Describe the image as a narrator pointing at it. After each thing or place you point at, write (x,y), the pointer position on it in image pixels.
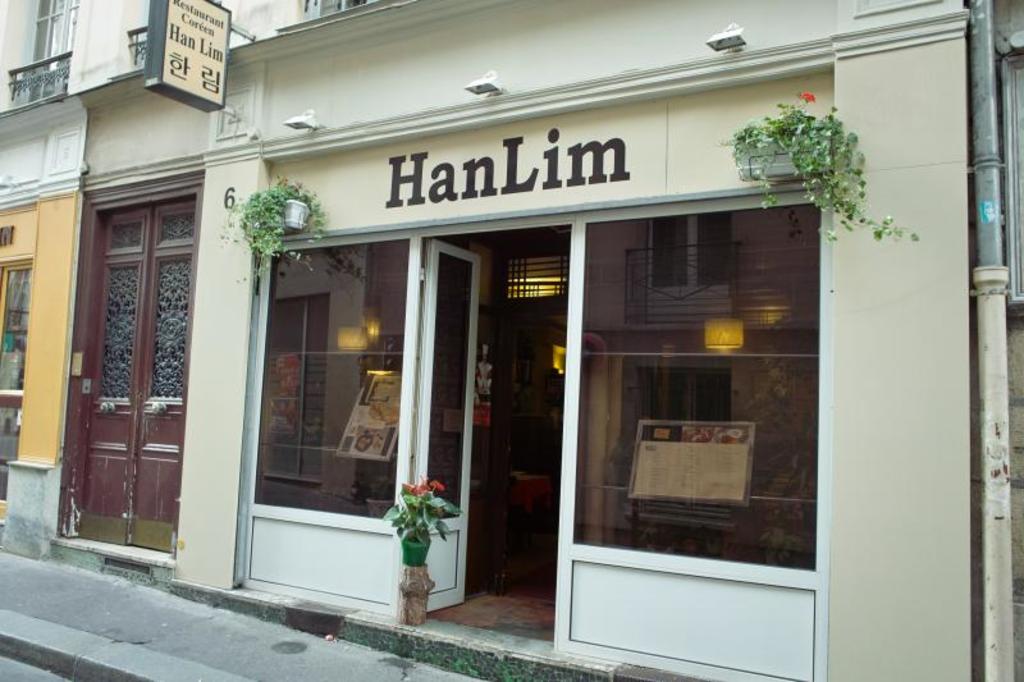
In this image I can see a building (297,470) along with doors (159,321) and windows (292,395). Here I can see two plants (799,135) are hanging to the wall (281,172). On the top of the image (205,56) that is a board (186,48) is attached to the wall (299,23). At the bottom of the image (103,665) I can see the road (125,641).
